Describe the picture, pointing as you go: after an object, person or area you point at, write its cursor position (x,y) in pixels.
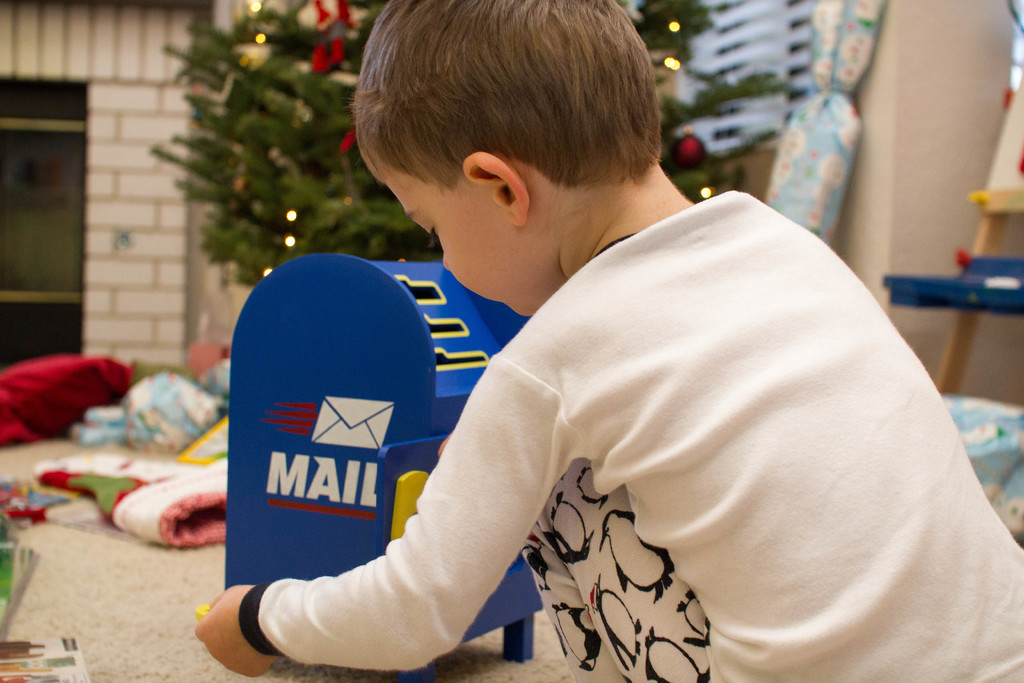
In this image we can see a boy (754,478) who is wearing white color t-shirt (658,411) is playing with blue color box (331,460). Behind him Christmas tree (341,213), wall (988,316), chair (963,283) and so many things (62,478) are present.
